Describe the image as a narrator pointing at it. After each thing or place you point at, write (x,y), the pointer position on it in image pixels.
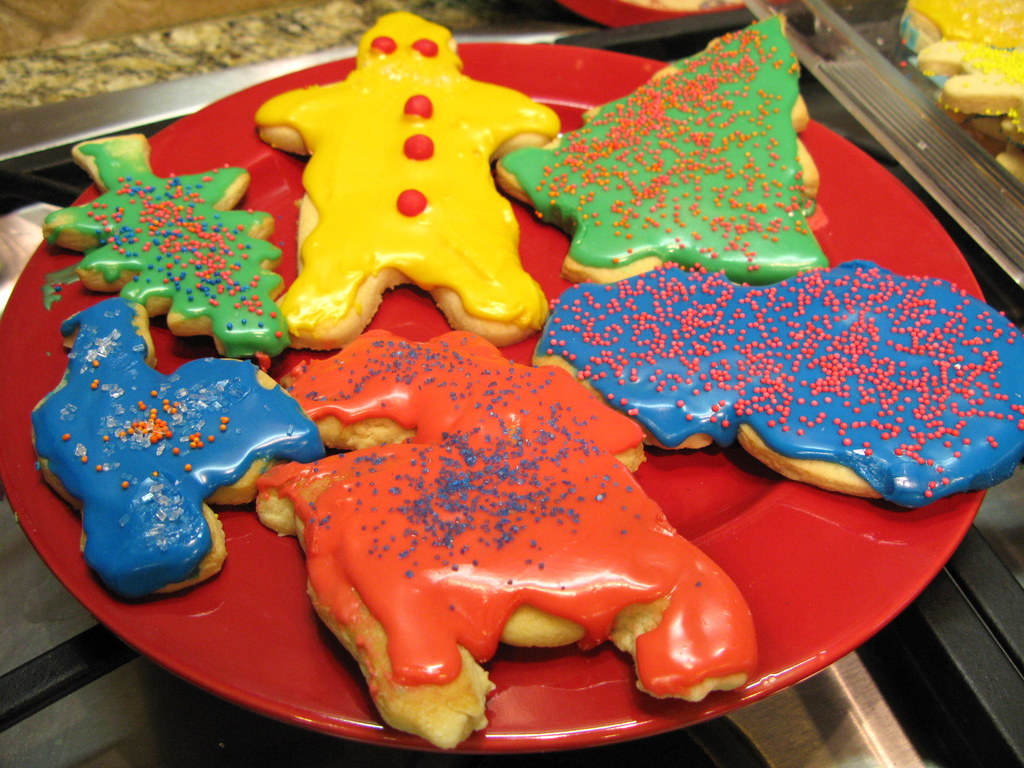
In this image we can see a plate (695,450) with some food (558,416) on the stove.
